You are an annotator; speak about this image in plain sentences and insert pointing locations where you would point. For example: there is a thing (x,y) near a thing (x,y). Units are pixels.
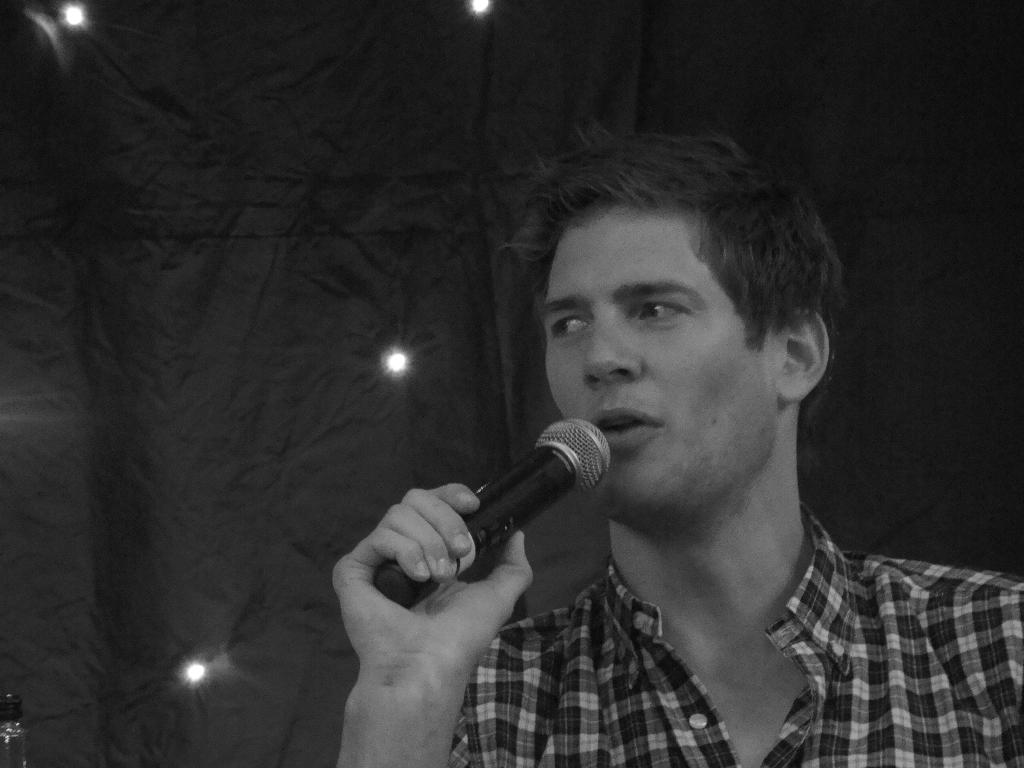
A person (524,671) is holding a microphone (553,489), he is wearing a shirt (872,689) behind him there is a curtain (381,79) and lights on them.
